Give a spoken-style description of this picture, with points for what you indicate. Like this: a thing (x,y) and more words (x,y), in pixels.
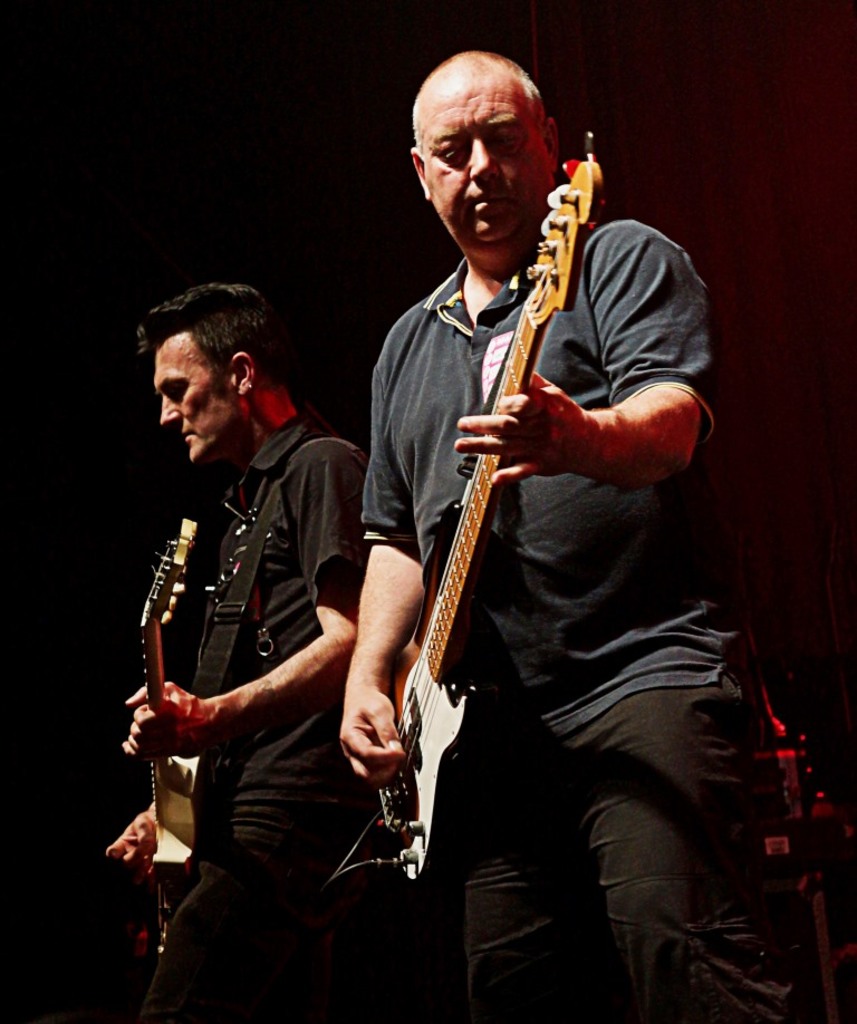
In the center of the image (489,430), we can see people (476,206) playing guitar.
